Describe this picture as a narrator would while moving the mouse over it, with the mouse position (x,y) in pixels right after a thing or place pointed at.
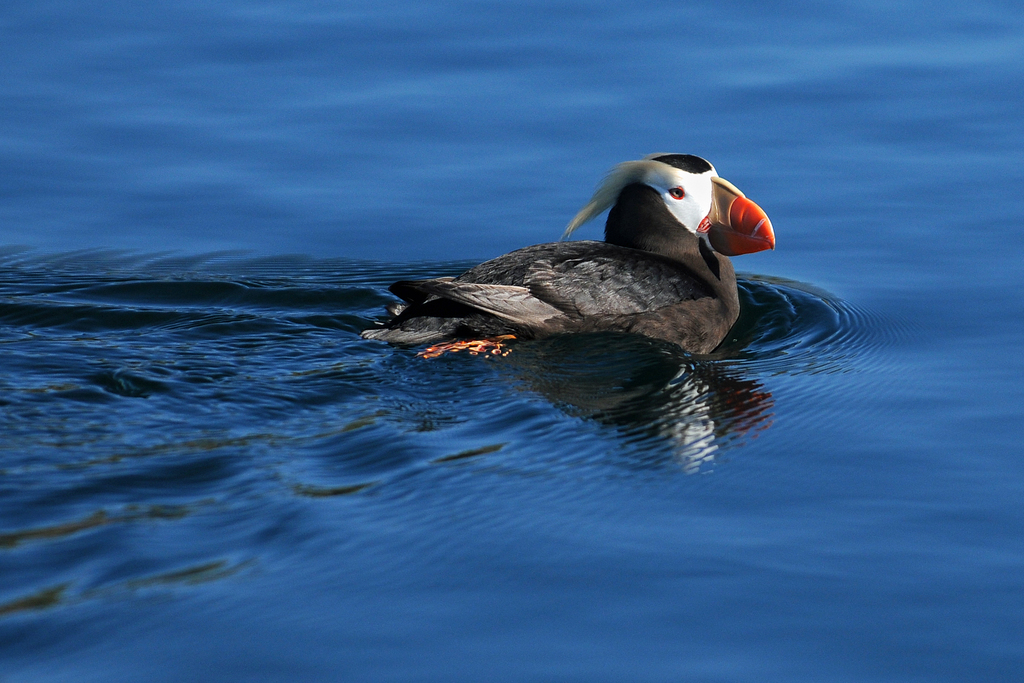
In this picture there is a sea puffins (484,337) in the center of the image (678,268), on the water (430,396).
